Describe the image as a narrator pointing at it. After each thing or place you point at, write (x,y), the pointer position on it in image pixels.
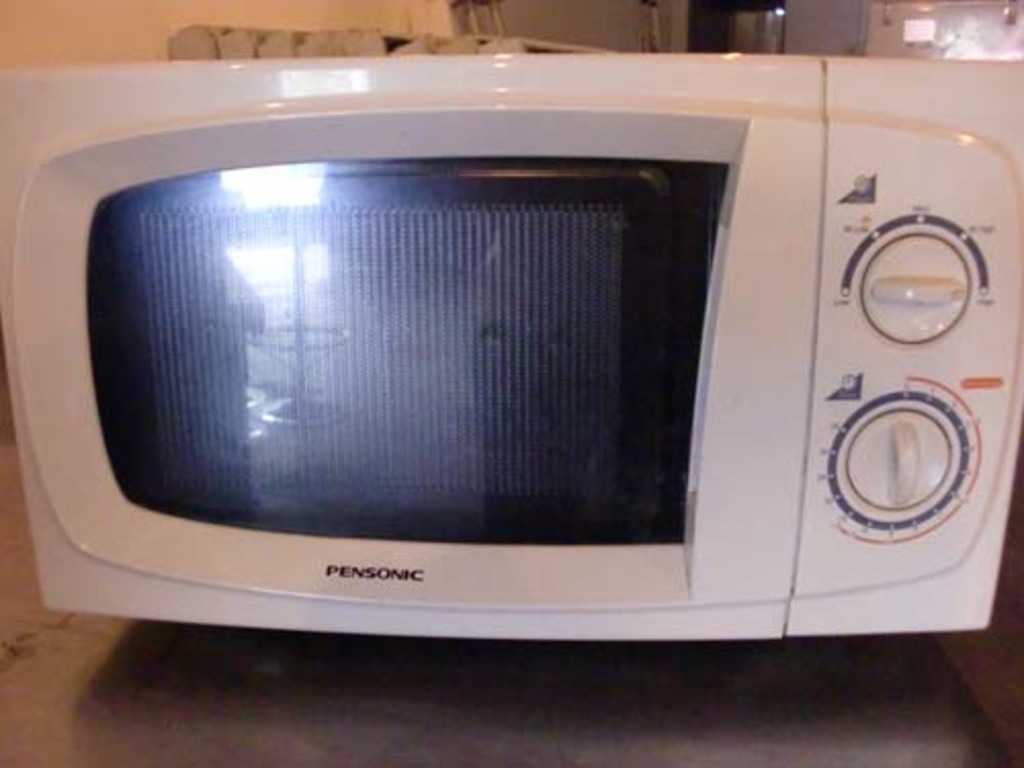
In this image there is a microwave oven (514,247) having two knobs (905,508) on it. Oven (968,297) is kept on the table (466,720).
